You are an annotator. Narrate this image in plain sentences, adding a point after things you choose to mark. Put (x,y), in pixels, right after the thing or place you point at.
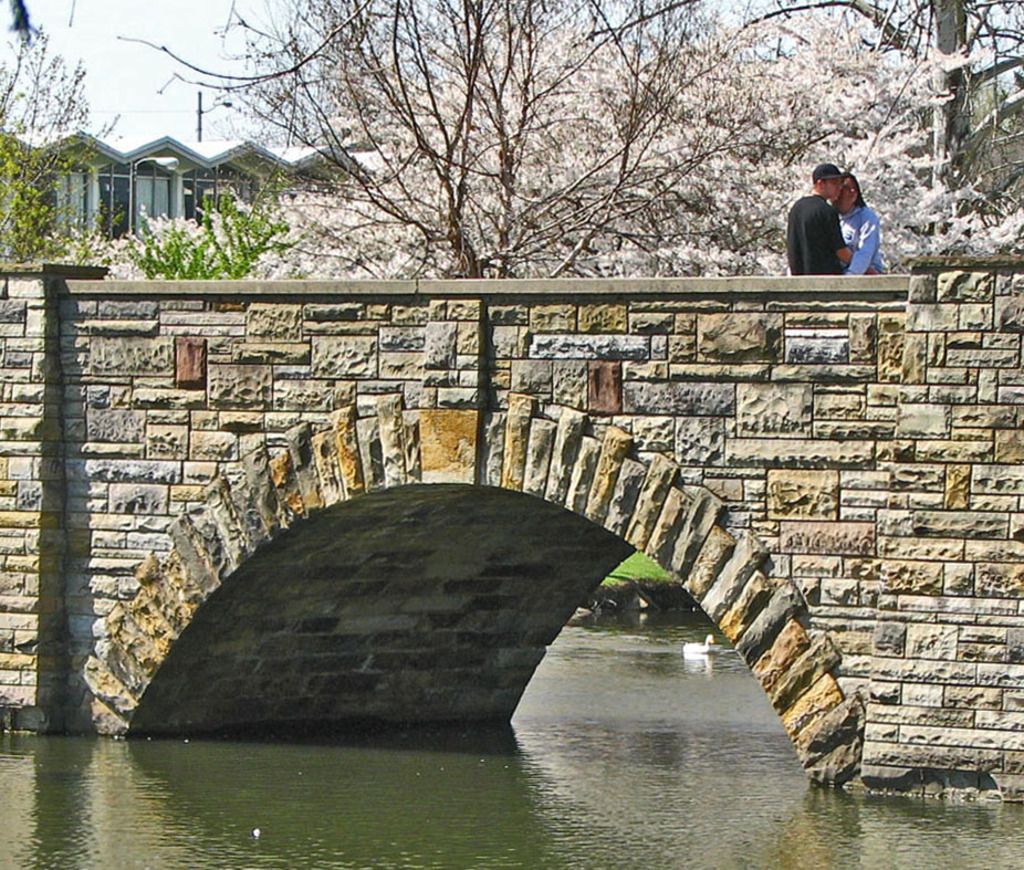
In this image we can see a bird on the water (557,717) and two persons (804,227) are on a bridge (486,360). In the background (529,240) we can see trees (336,201), building (234,176), pole (198,102) and clouds (307,105) in the sky (182,95).
